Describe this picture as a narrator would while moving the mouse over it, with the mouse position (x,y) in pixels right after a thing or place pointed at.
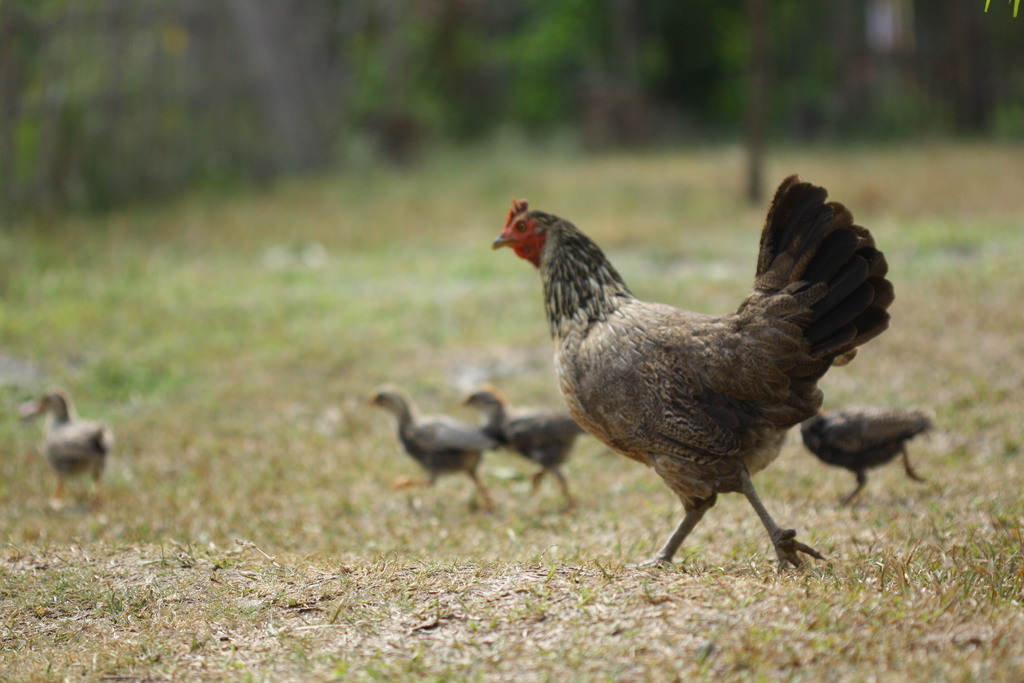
This image is clicked outside. There are hens (495,434) in the middle (558,363). They are of different size.
